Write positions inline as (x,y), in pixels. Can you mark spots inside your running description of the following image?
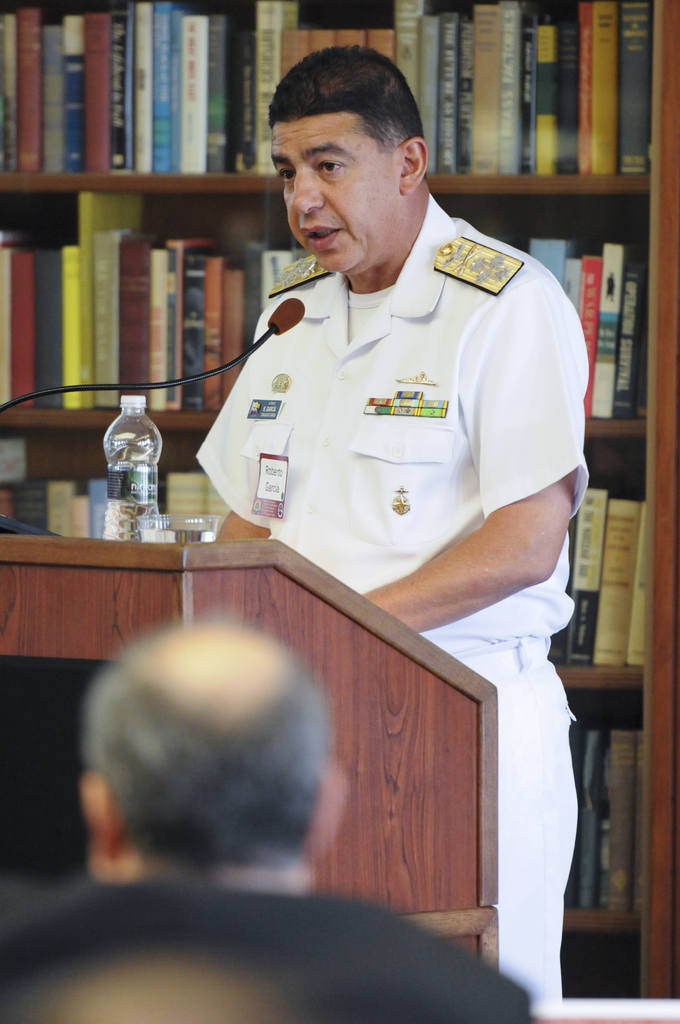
Here a man (551,733) is wearing a white color dress (467,508) standing near the podium (417,853) and speaking on a microphone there is a water bottle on this. A person (386,931) is wearing a black color dress (420,931) right side of an image (590,166) there are books (589,159) in a shelf (615,182).
